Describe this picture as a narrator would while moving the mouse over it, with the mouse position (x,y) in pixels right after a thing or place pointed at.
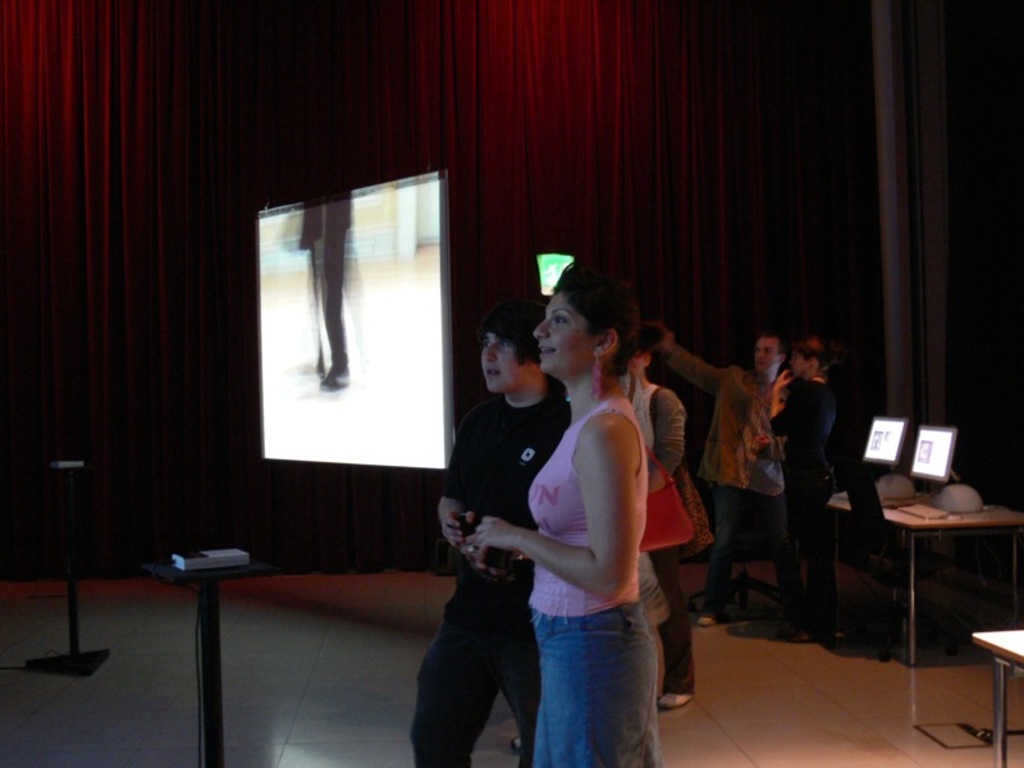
This picture describes about group of standing people (605,407), we can see monitors (870,440), key boards (918,507) on the table (916,526), and also we can see a projector screen (439,381) and curtains (588,138).
